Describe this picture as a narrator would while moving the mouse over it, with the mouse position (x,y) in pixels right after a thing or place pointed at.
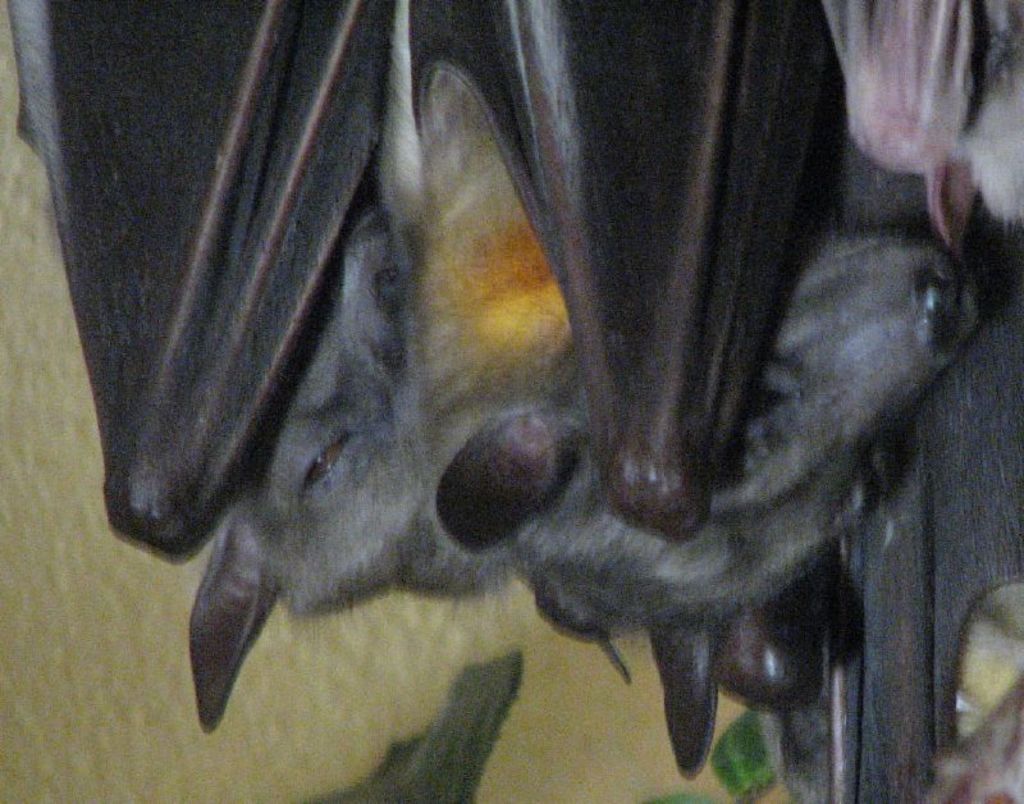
In the picture we can see two bats (815,317) which are gray in color with black wings (681,187) and behind it, we can see a wall (416,635) which is yellow in color.
